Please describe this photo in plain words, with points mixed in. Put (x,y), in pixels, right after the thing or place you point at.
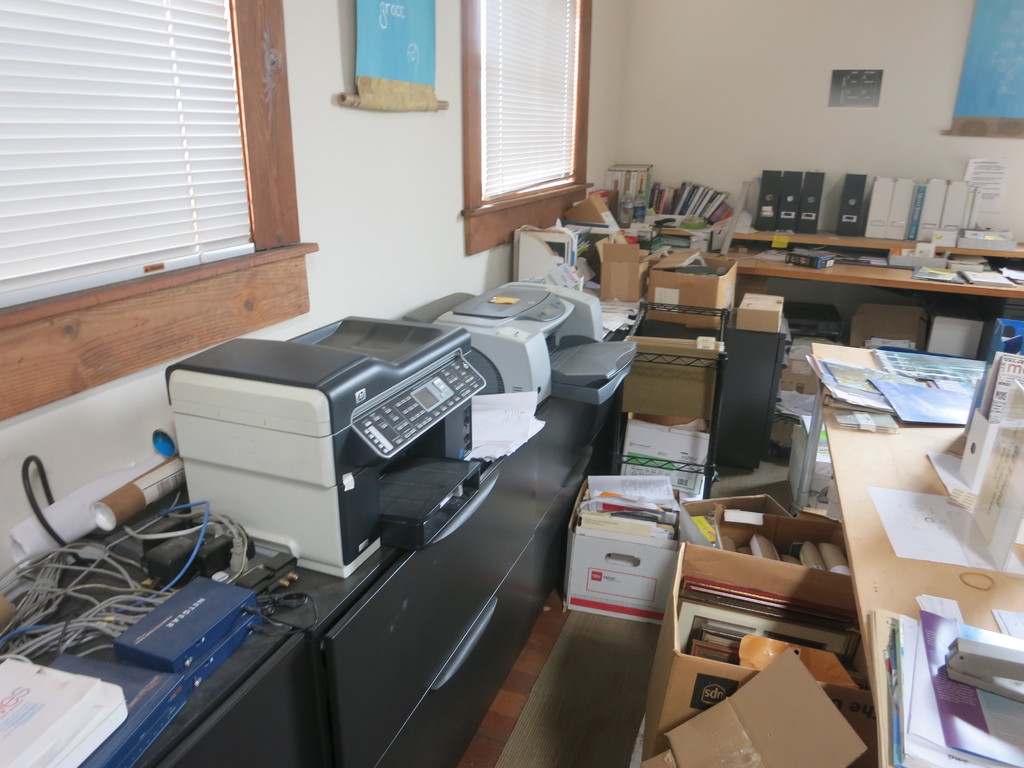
In this image, we can see cables (48,495), papers (619,321), books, a printer (508,365), boxes (767,312), tables (855,352) and there is a scanner (575,311) and some other objects (109,667) are present. In the background (525,78), there are windows (588,80) and we can see banners (396,67) and a poster (852,77) on the wall (732,99).
